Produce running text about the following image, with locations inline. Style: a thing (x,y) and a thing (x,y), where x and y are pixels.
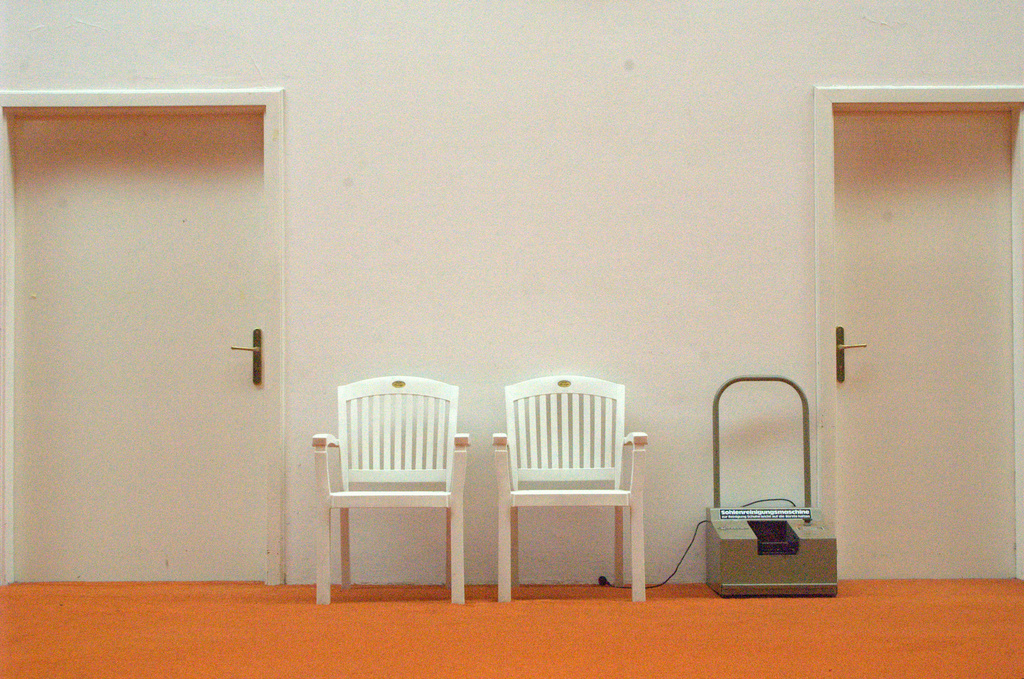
This image is clicked inside the building (561,312). In the front (412,456), there are two chairs (461,452) and doors (73,464). At the bottom (241,625), there is floor mat (380,642) in orange color. Beside the door (848,559), there is a machine (737,561).
